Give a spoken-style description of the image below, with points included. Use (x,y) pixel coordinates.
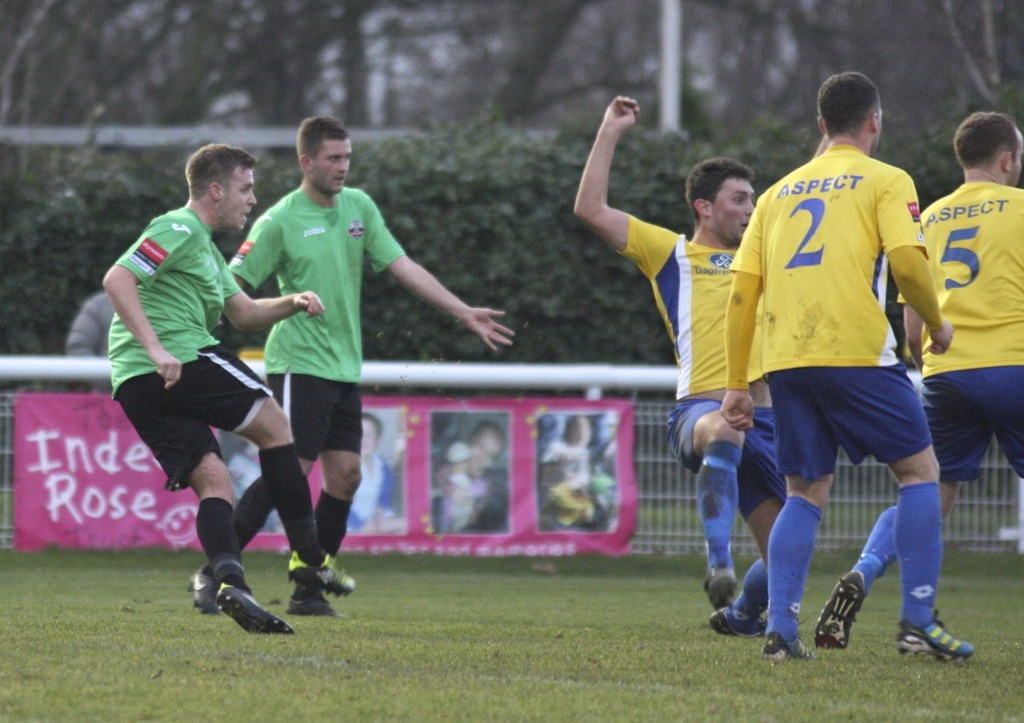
This is a playing ground (40,671). Here I can see few men (772,288) wearing sports dresses (196,405), and playing a game. On the ground (372,666), I can see the grass (456,700). In the background (380,539) there is a fencing (657,437) on which I can see the text (75,475) and few images of persons (502,477). At the top of the image (372,104) there are many trees (416,97).
